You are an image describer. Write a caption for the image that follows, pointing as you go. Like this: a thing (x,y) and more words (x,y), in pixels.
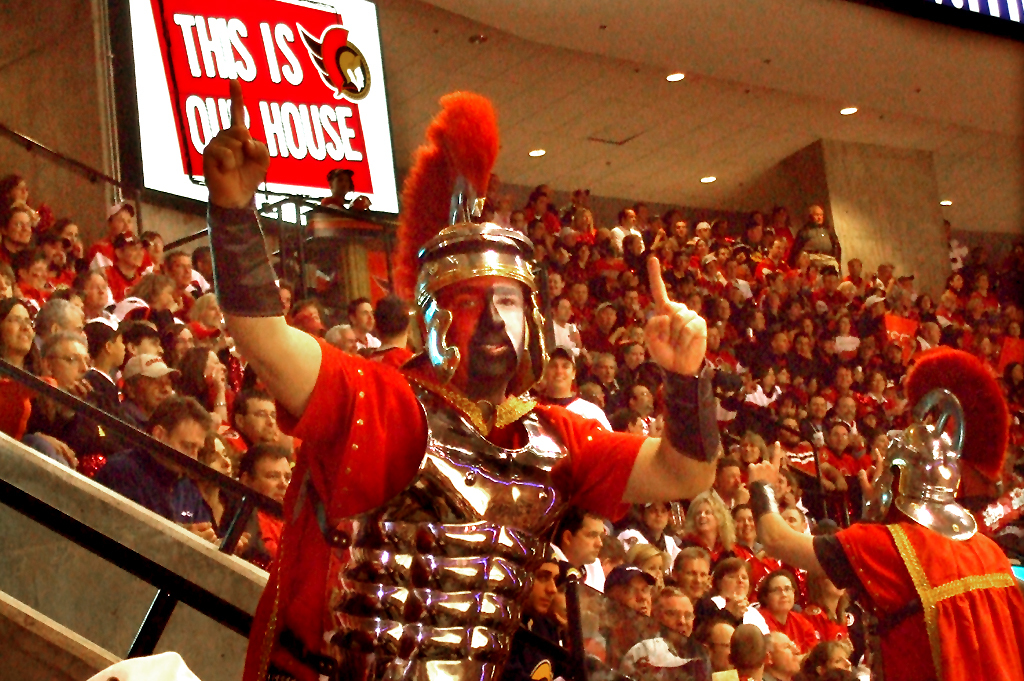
In this image, we can see some people (215,316) sitting, at the middle (418,404) there is a person (533,340) standing.
